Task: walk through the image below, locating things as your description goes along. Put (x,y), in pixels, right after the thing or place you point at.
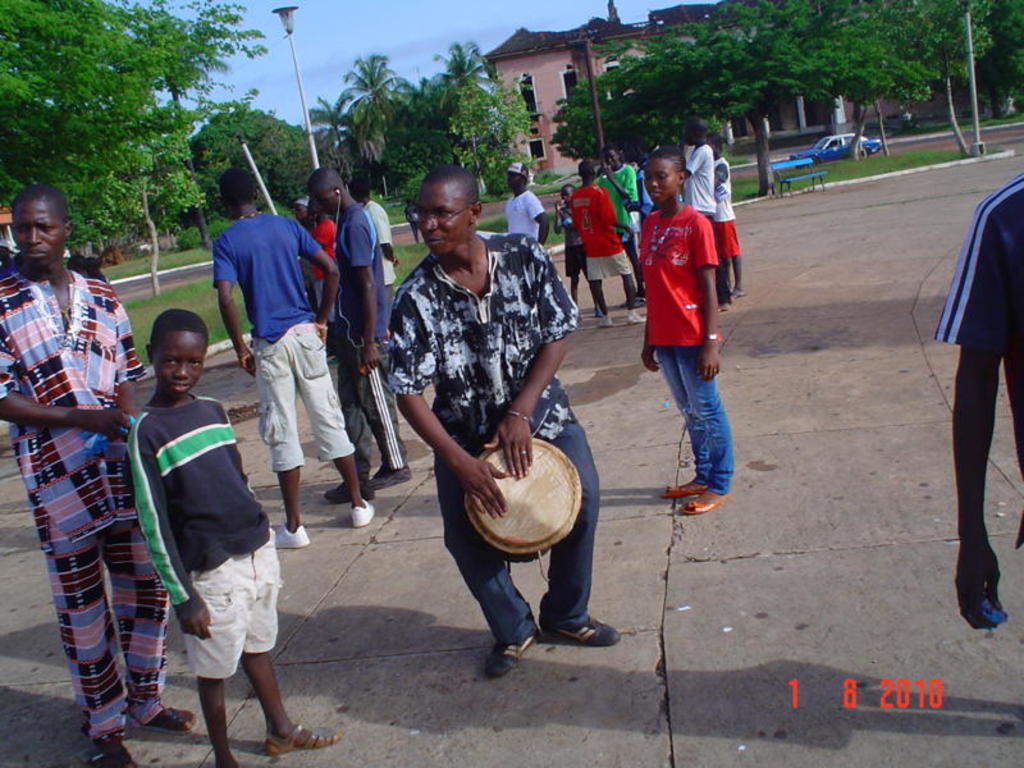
this picture shows a group of people (218,588) standing and we see a house (584,32) and trees (700,87) around and a man (437,468) playing drums (532,466) and we see a car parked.
